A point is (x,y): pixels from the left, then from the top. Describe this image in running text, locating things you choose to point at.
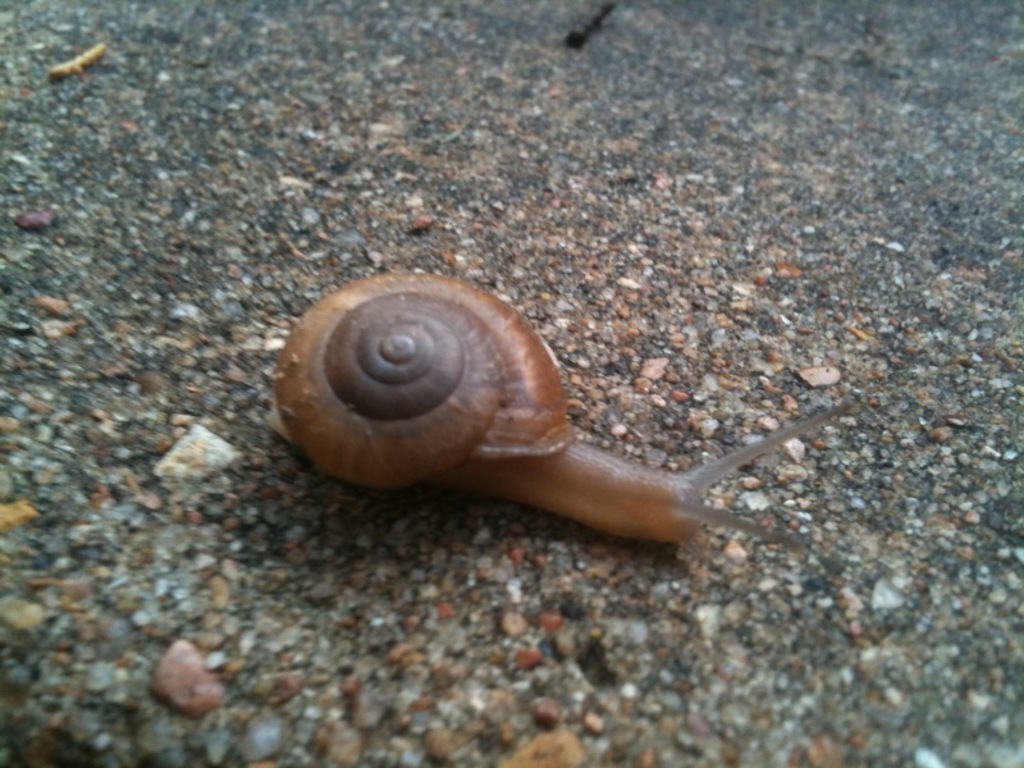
In this image I can see a shell (450,381) which is brown in color and in the shell (432,422) I can see a snail (570,455) which is brown in color and it is crawling on the floor (519,570).
